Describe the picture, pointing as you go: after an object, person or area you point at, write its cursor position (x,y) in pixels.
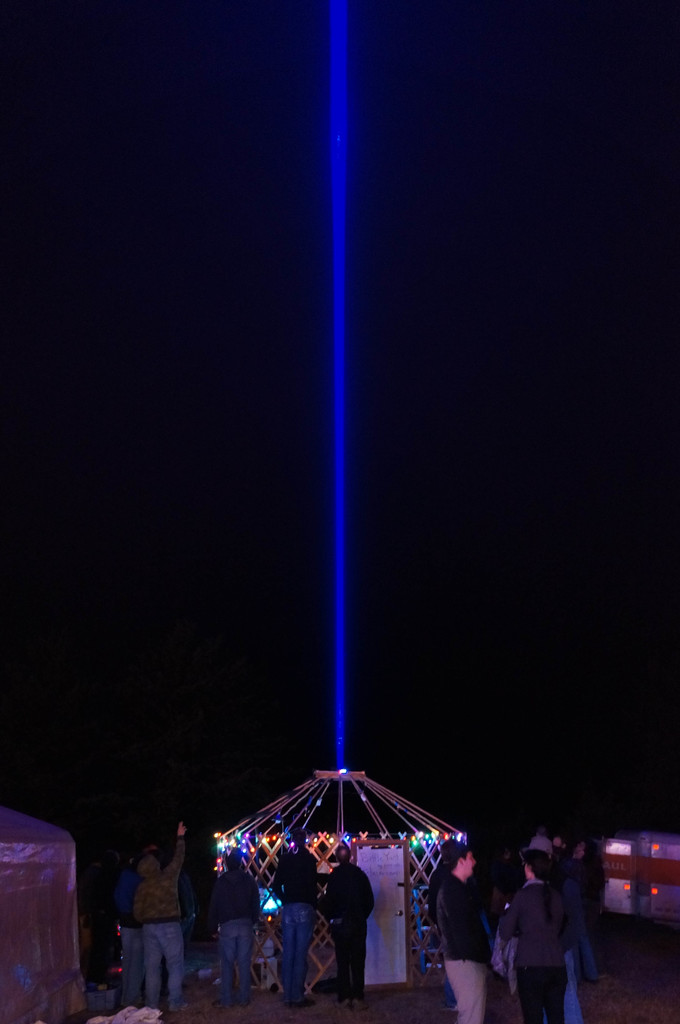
In the image there are some people (358,922) standing in front of a construction (339,792) which is in the form of a hut (333,832), it is decorated with many lights (430,843) and there is a blue color light (342,771) pointing towards the sky (303,102).
